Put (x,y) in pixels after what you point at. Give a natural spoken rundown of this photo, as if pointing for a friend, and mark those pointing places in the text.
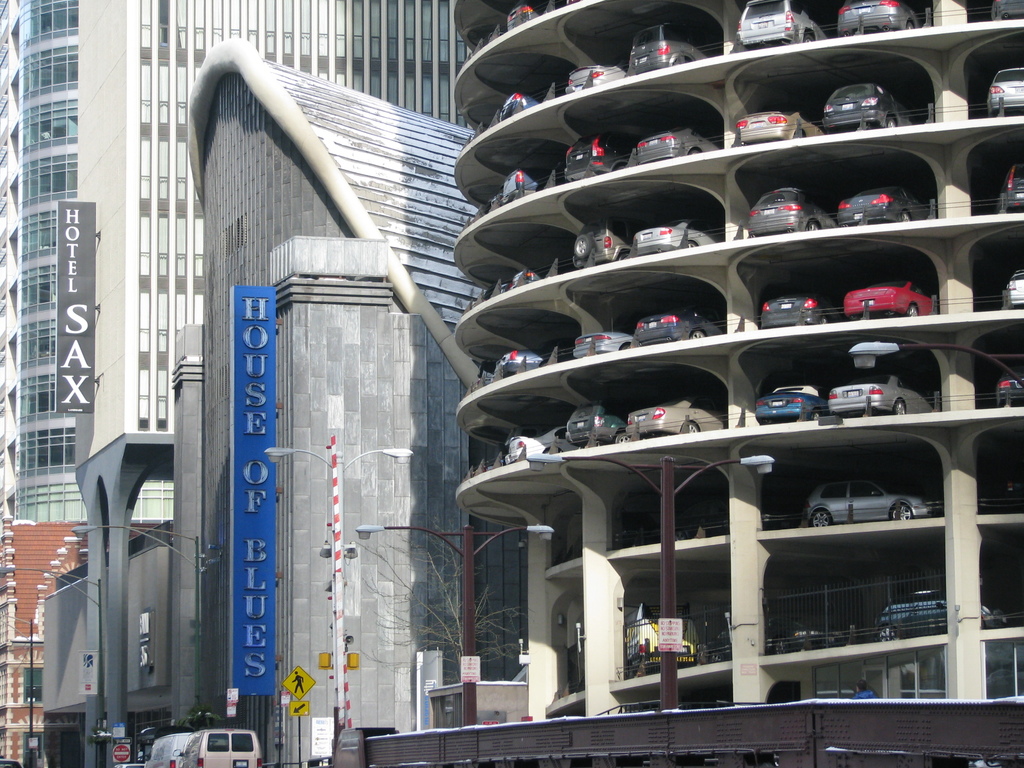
On the right side (902,502), there are vehicles (1019,276) in different colors arranged on the floors (756,237) of a building (496,206). On the left side (224,744), there are vehicles (179,733) and sign boards (330,721). In the background (287,667), there are buildings (24,445).
